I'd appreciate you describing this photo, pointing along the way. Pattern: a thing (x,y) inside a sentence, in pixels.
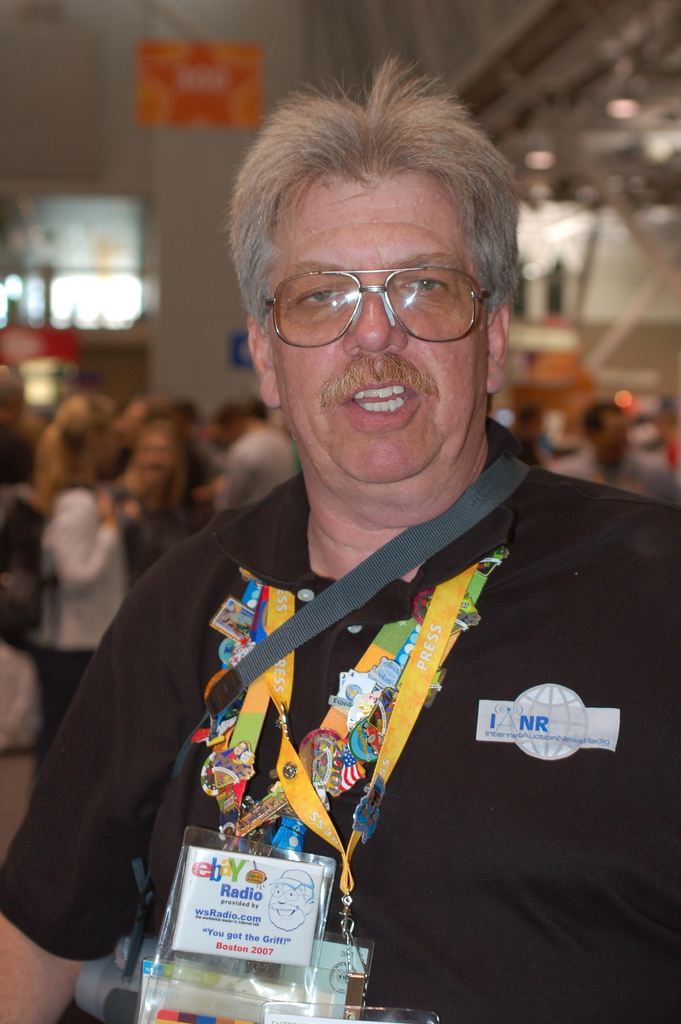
In this image, we can see a person (192,811) wearing tags (361,701) and spectacles (395,301). In the background (538,90), image is blurred.
